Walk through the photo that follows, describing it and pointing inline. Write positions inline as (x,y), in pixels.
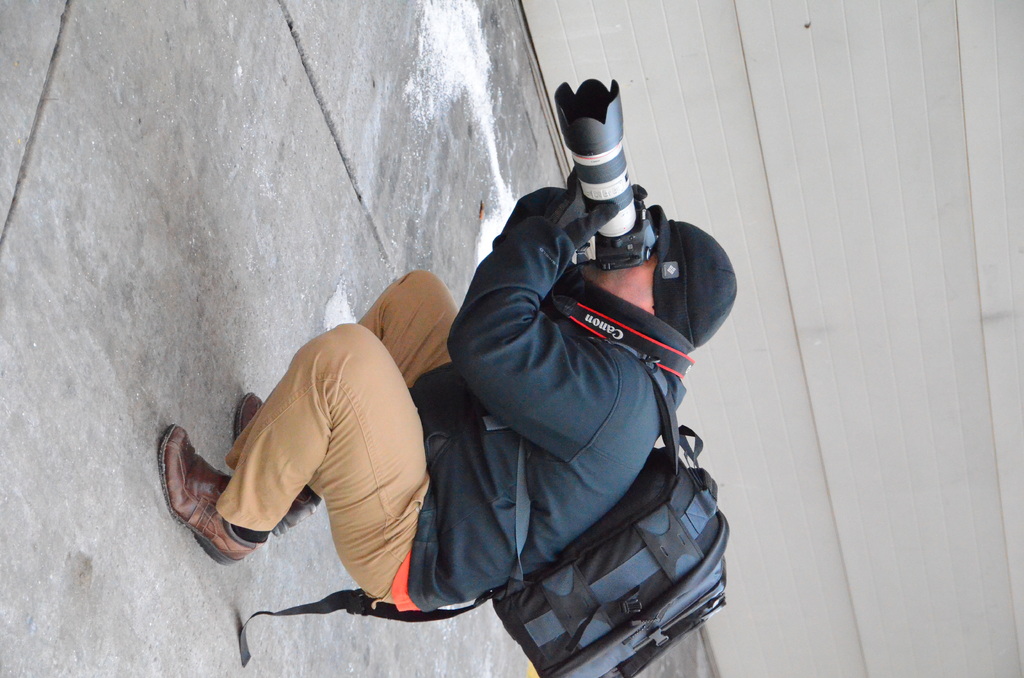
One man (545,455) is sitting and clicking pictures where he is wearing a cap (701,328) and carrying a back bag (623,559) on his shoulders (594,459) where he is on the road (437,113), behind him there is a big wall (961,179).
